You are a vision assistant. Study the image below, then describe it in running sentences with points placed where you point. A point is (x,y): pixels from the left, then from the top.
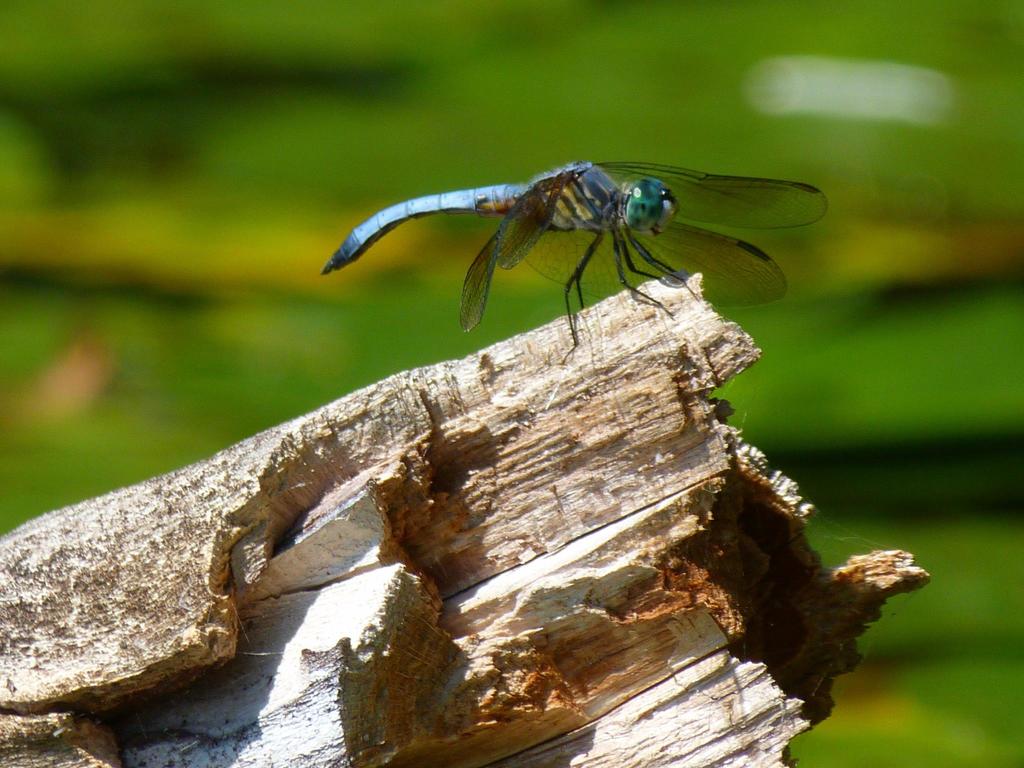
In this image I can see a blue colour insect (573,200) and I can see green colour in background (596,127). I can also see this image is blurry from background (828,420).
